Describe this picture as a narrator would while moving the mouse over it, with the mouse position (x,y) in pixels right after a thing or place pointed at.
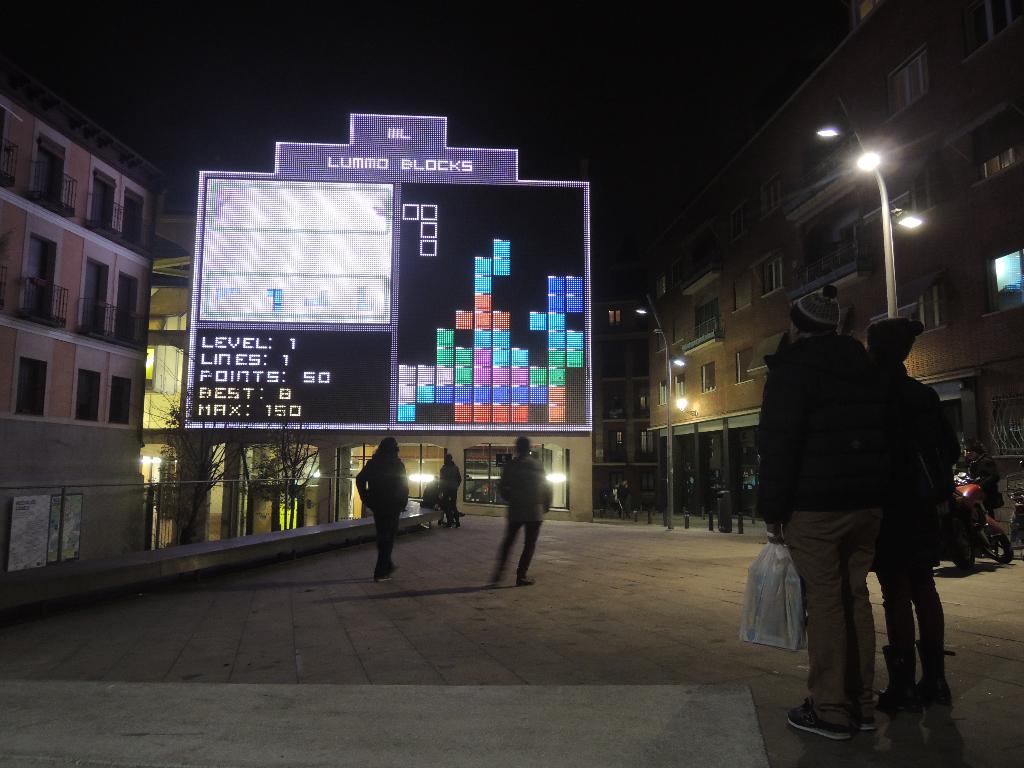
In the image we can see there are people (933,464) standing on the ground (345,572) and there is a projector screen (387,309) on the building (512,304). Behind there are buildings (985,315) and there are street light poles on the ground (53,630).
